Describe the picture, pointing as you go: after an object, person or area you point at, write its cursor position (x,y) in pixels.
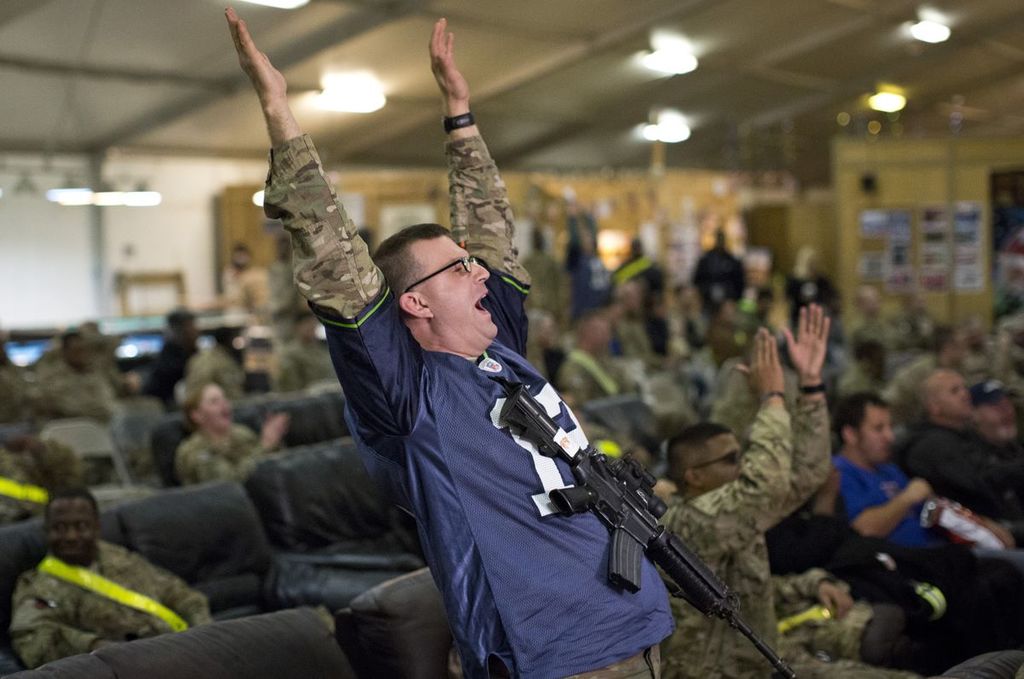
In this picture there are people (548,541), among them there is a man (645,670) carrying a gun (618,542) and we can see couches (198,514). In the background of the image (746,240) it is blurry and we can see lights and objects (1010,248).
